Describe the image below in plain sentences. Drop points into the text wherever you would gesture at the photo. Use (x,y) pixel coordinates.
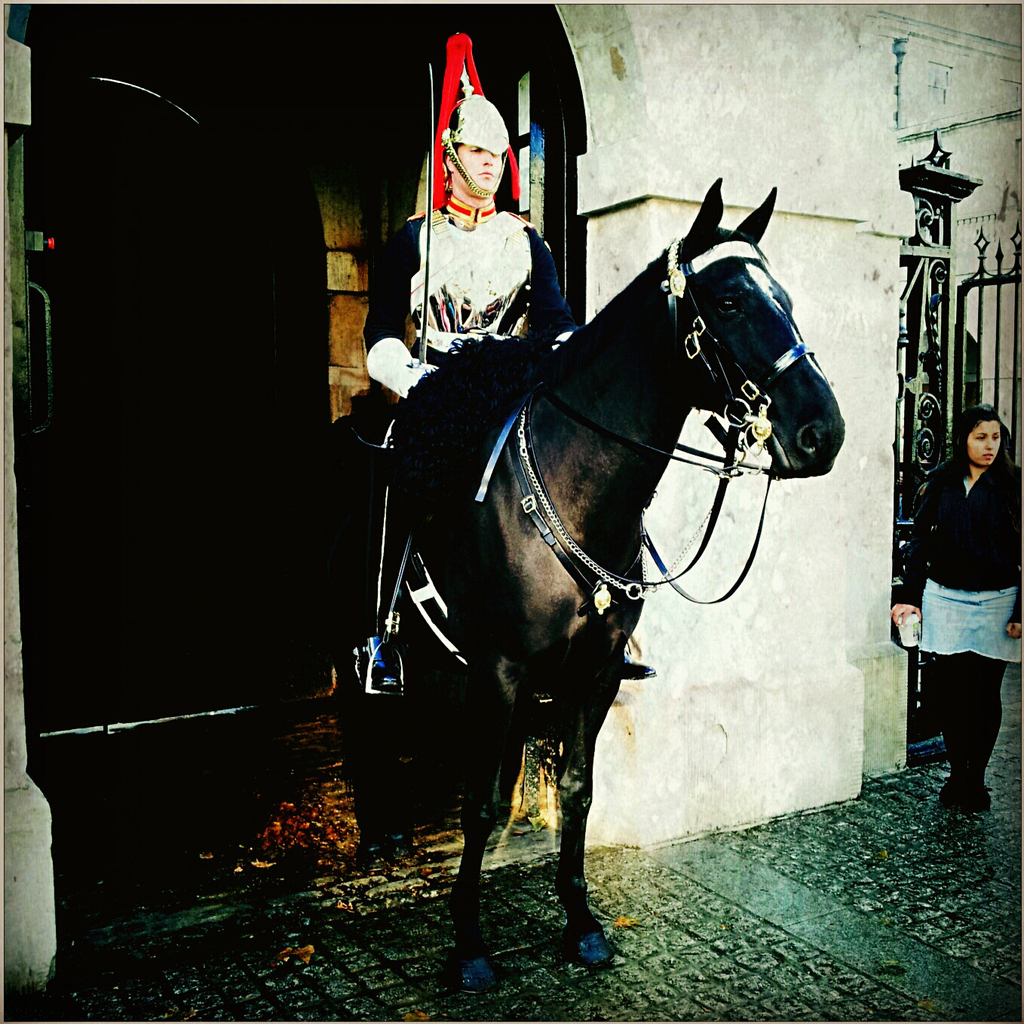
Here is a man (449,258) holding a sword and sitting on the horse (602,458). At the right side of the image (970,548) I can see a woman (959,670) standing. At background (175,395), this looks like a door (158,390).
